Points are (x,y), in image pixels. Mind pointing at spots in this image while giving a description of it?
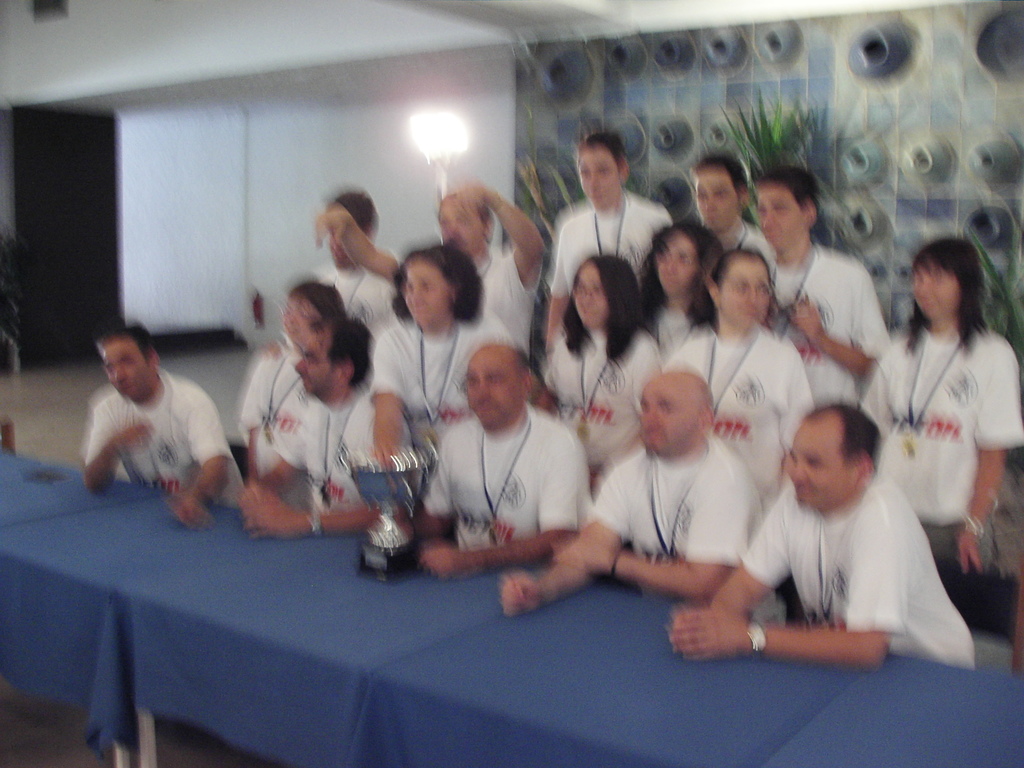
In this image, I can see few people (616,278) standing and few people (537,546) sitting. These are the tables (481,697), which are covered with the clothes (344,649). It looks like a trophy (413,556), which is placed on a table (353,598). In the background (485,162), I can see a lamp (461,127) and the wall (758,110).
